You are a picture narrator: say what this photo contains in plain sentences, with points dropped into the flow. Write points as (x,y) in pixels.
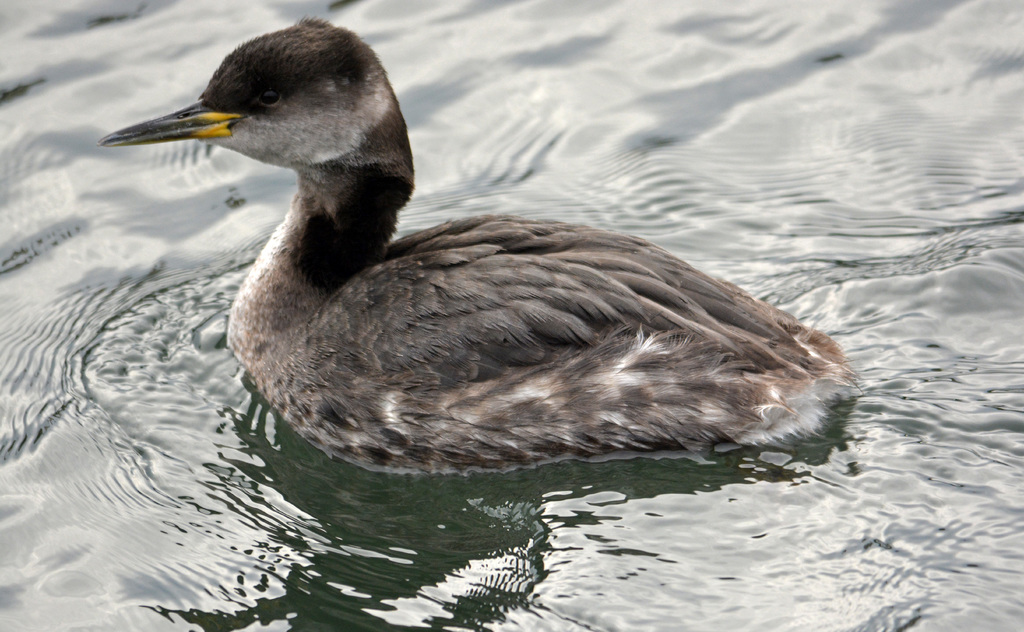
In this image we can see a bird (280,262) which is brown in color. In the background of the image (697,183) we can see water body (515,558).
